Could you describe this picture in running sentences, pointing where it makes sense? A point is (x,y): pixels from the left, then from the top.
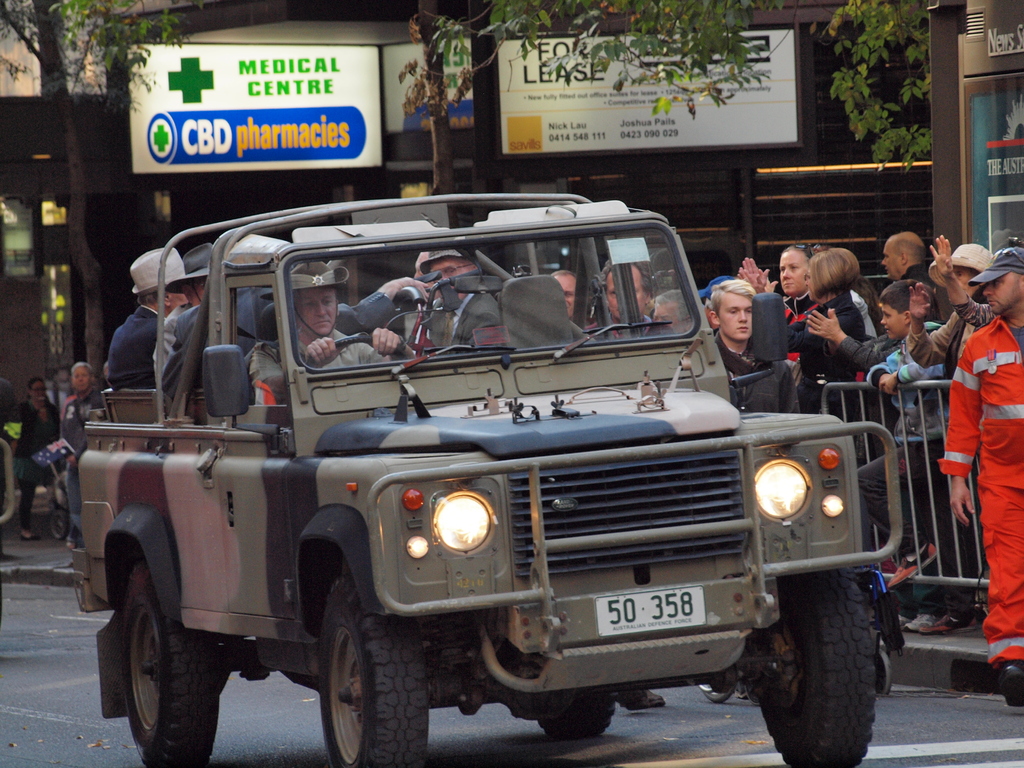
This picture is clicked outside. In the center (461,321) we can see the group of persons (332,351) sitting in the jeep (238,372) and a person (361,358) riding a jeep (330,369). On the right (950,376) we can see the group of people (913,302) standing on the ground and we can see the metal rods (902,424). In the background (293,84) we can see the trees (695,45), buildings (722,163), boards (243,163) on which we can see the text (581,126) and some other items (61,524).
